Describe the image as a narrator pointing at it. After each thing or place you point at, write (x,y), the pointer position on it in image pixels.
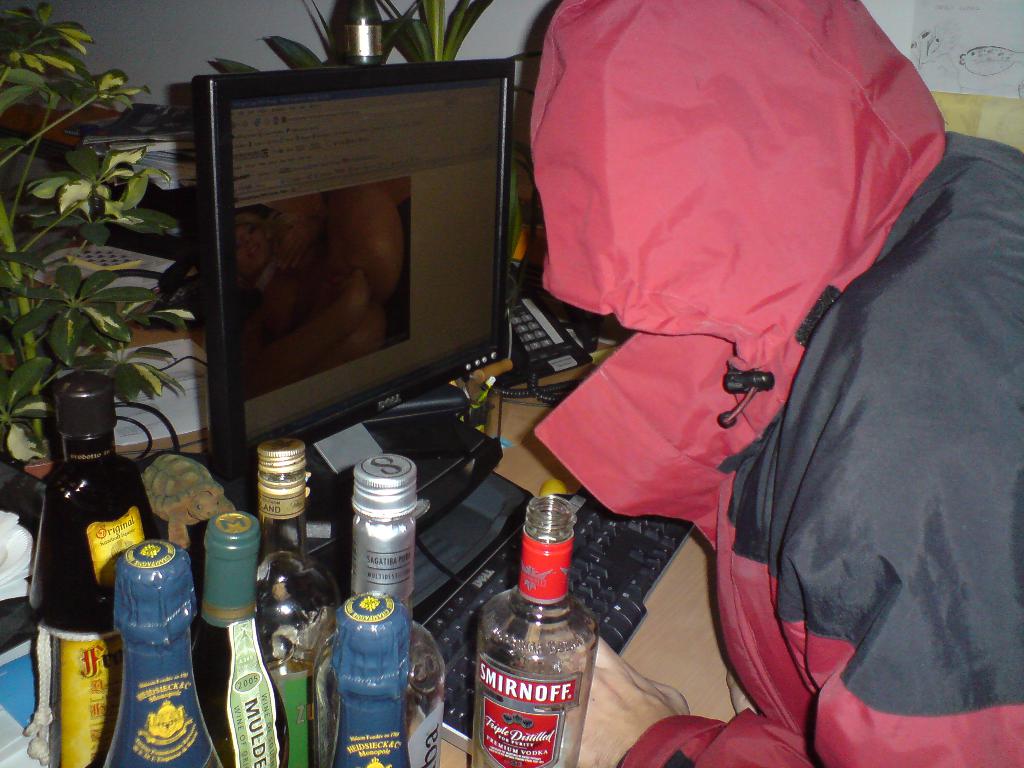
There is a monitor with keyboard (452,705) and lot bottles (521,725) and person (617,736) looking into it.
